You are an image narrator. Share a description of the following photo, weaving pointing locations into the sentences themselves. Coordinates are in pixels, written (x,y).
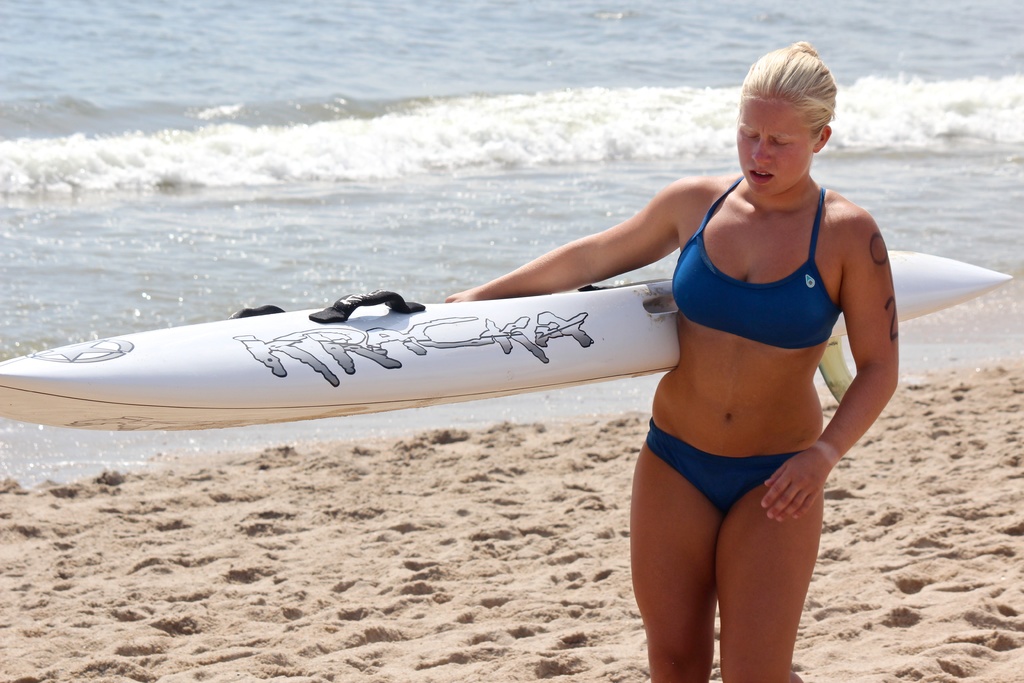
In the image there is a woman (748,230). Who is holding surfboard (501,392) and walking on sand (591,610). In background (300,165) there is a sea (293,142) with water (310,253).
